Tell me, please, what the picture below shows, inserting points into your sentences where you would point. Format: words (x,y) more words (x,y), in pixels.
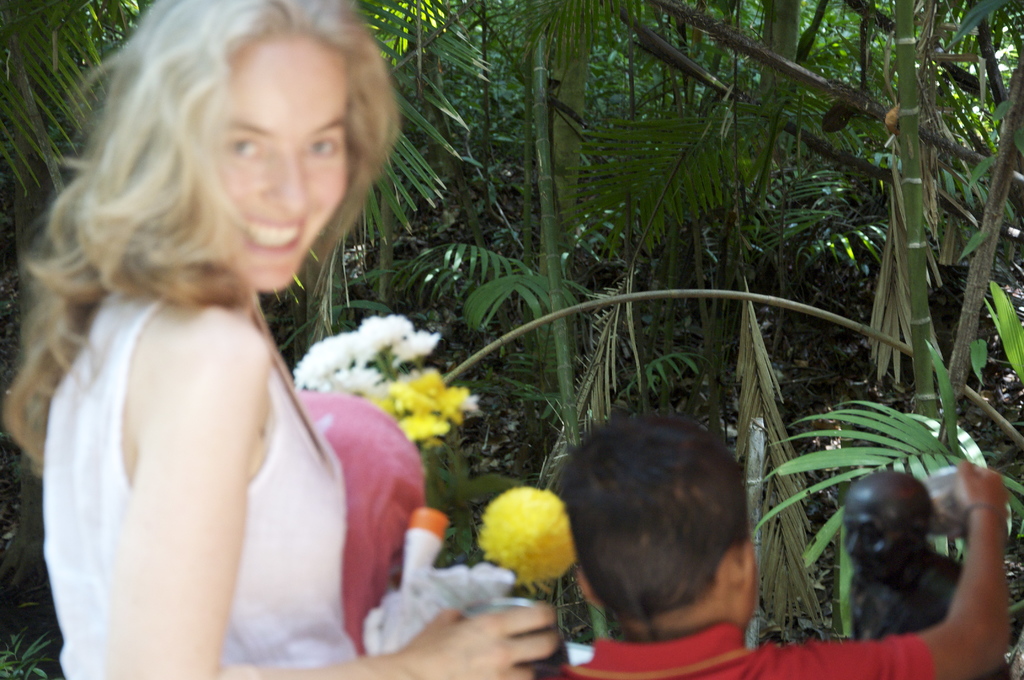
In this image I can see a woman (184,543) wearing white colored dress (100,528) is standing and holding few objects (393,609) in her hand (496,677). I can see another person (695,646) wearing red colored dress (727,654), a black colored statue (903,491), few trees (709,276) and few flowers (369,349) which are white and yellow in color in the background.
